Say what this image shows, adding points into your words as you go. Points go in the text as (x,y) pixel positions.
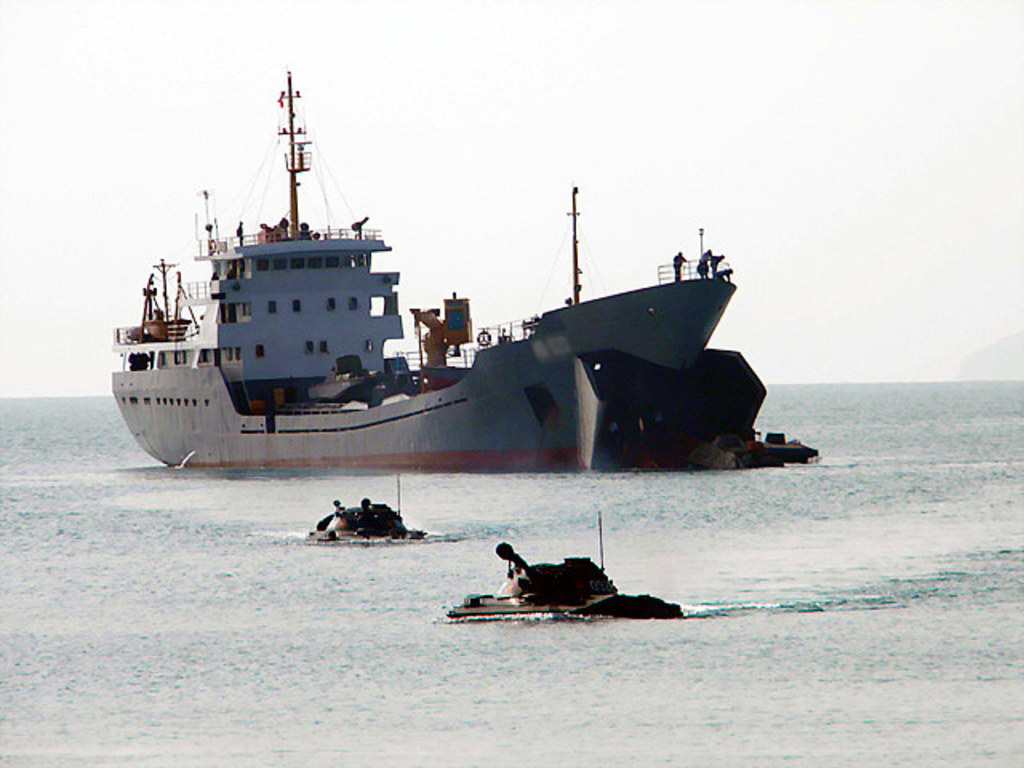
In this image there is a big ship (422,385) in the water (491,579). In the ship (341,296) there is a building (297,305) and some poles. At the top (537,68) there is the sky (537,68) and there are two small boats (509,578) in the water (720,591).
